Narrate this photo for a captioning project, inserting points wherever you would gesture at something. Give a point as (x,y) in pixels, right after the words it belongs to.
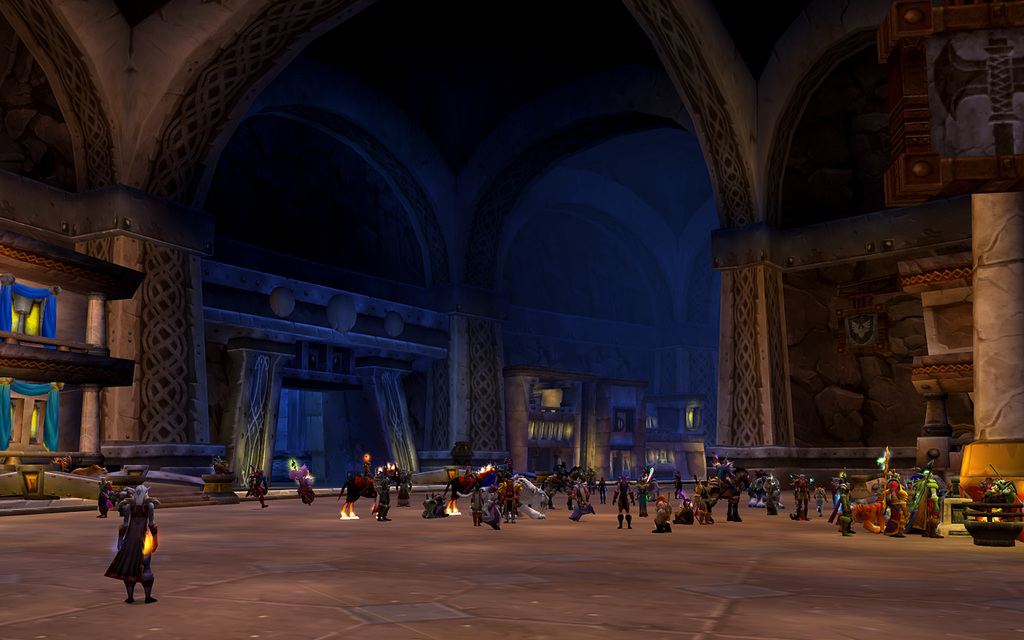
This is an animated image. In this image we can see a group of toys (448,511) on the floor (435,524). We can also see some pillars (435,367), wall (269,306) and some curtains (54,444) to the windows (25,445).
